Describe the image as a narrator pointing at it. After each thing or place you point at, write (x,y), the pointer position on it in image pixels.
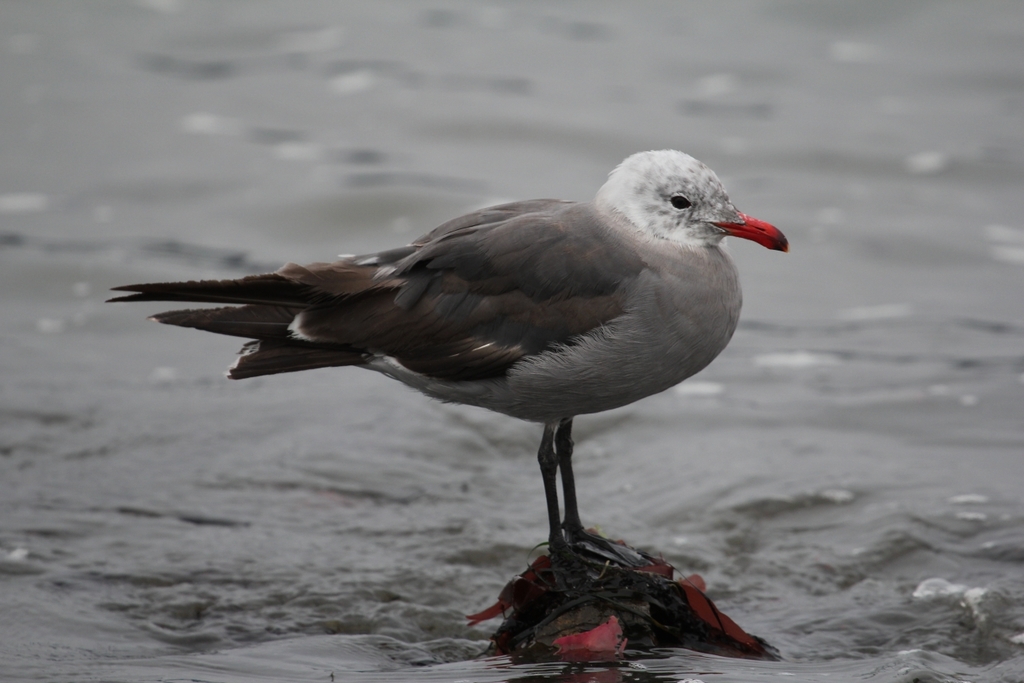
In this picture there is a bird (626,339) standing on the stone (625,575) which is in the water (277,642). It is facing towards the right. It is in grey and white in color.
